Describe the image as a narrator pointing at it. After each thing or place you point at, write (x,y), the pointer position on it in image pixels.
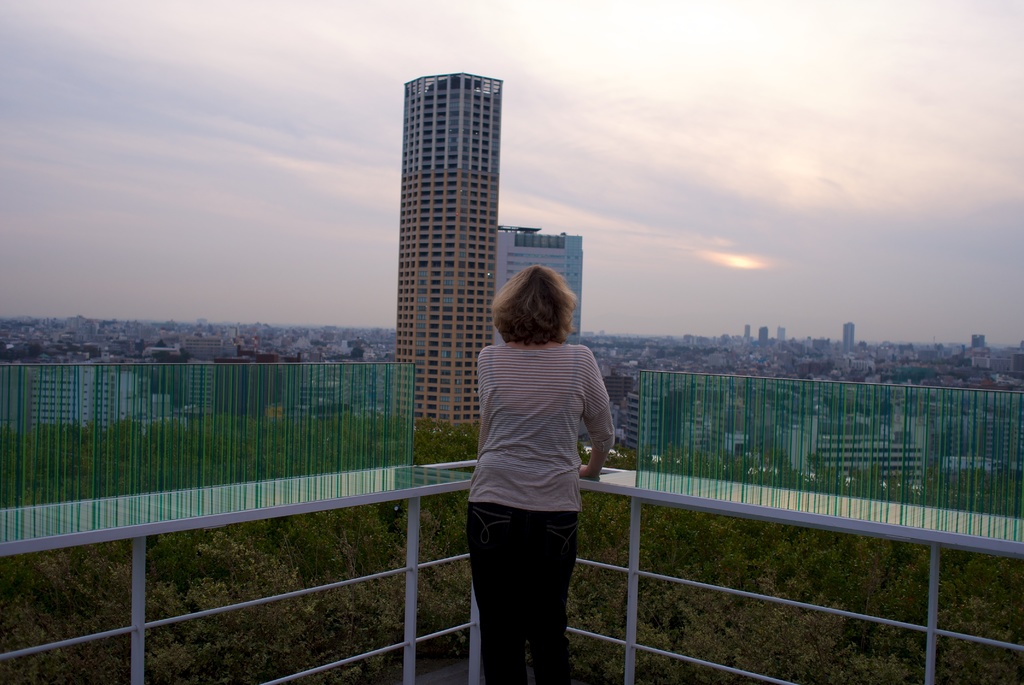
In this image we can see a woman (500,542) standing by holding the grills (614,469), buildings (370,343), trees (320,447), skyscrapers (441,241) and sky (305,147) with clouds (343,164).
